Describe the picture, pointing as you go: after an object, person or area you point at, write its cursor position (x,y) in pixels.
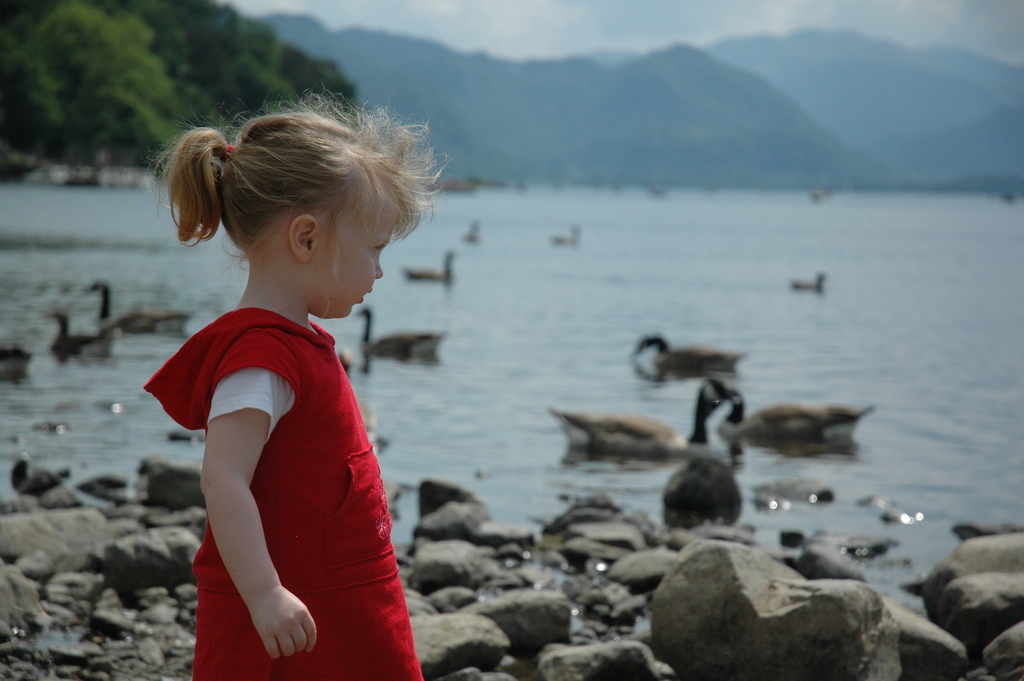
In this image there is a girl (285,493) standing. At the bottom (605,587) there are rocks (178,601). Behind the rocks (622,586) there is the water (578,296). There are ducks (121,321) swimming on the water (499,329). In the background (571,111) there are mountains (609,127) and trees (204,47). At the top (598,21) there is the sky (598,21).
